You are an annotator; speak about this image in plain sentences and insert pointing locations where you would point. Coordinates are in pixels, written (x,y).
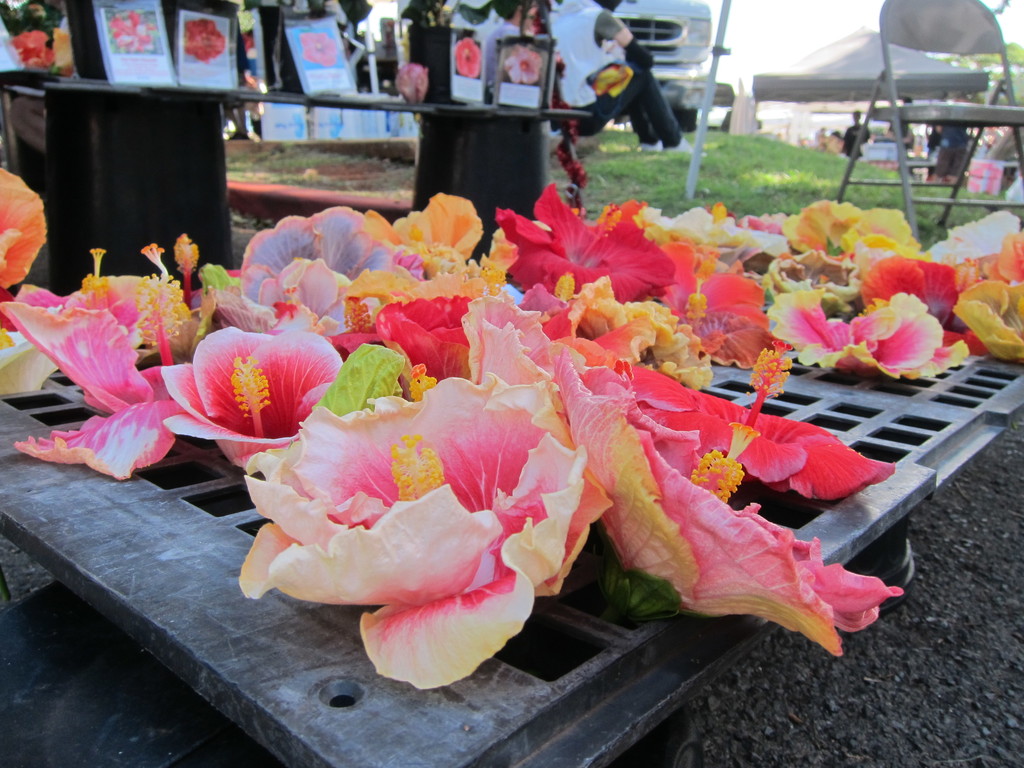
In this image I can see the flowers (336,470) which are in red, pink and yellow color. These are on the plastic surface (478,715). To the side of these flowers (404,265) I can see the cards (120,49) on the table (394,107). To the side I can see the chair (898,140). In the background (596,103) I can see few people (567,78), tent (789,90) and the sky (765,35).
